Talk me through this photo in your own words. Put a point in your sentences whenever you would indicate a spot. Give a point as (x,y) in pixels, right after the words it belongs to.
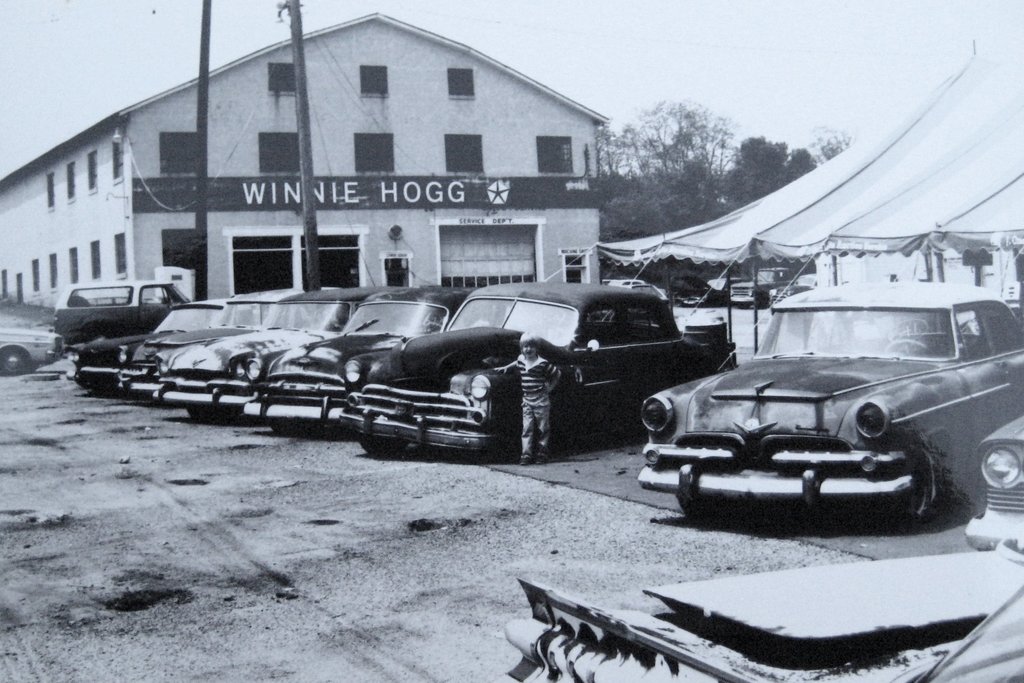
This is a black and white image and here we can see vehicles (479,419) on the road (221,495) and in the background (156,172), we can see a building (317,143), a tent (792,228), a person (542,396), trees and there is a pole (305,132) along with wires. At the top (600,47), there is sky (583,47).
